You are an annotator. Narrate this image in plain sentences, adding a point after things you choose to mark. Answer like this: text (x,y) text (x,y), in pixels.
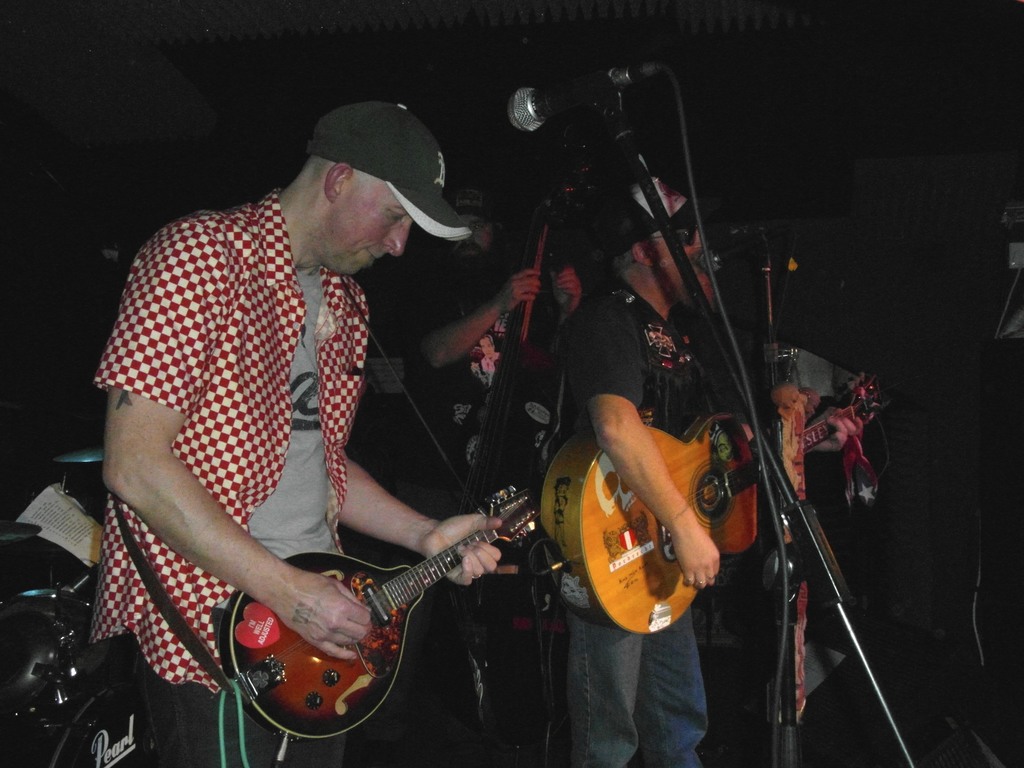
In this image there are three persons (670,407) who are standing and they are holding a guitar (558,505) in front of them there are two mikes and on the left side (284,537) there is one person (242,413) who is standing and he is wearing a cap (380,151) and beside him there are some drums (71,645) and papers (80,518) are there.
